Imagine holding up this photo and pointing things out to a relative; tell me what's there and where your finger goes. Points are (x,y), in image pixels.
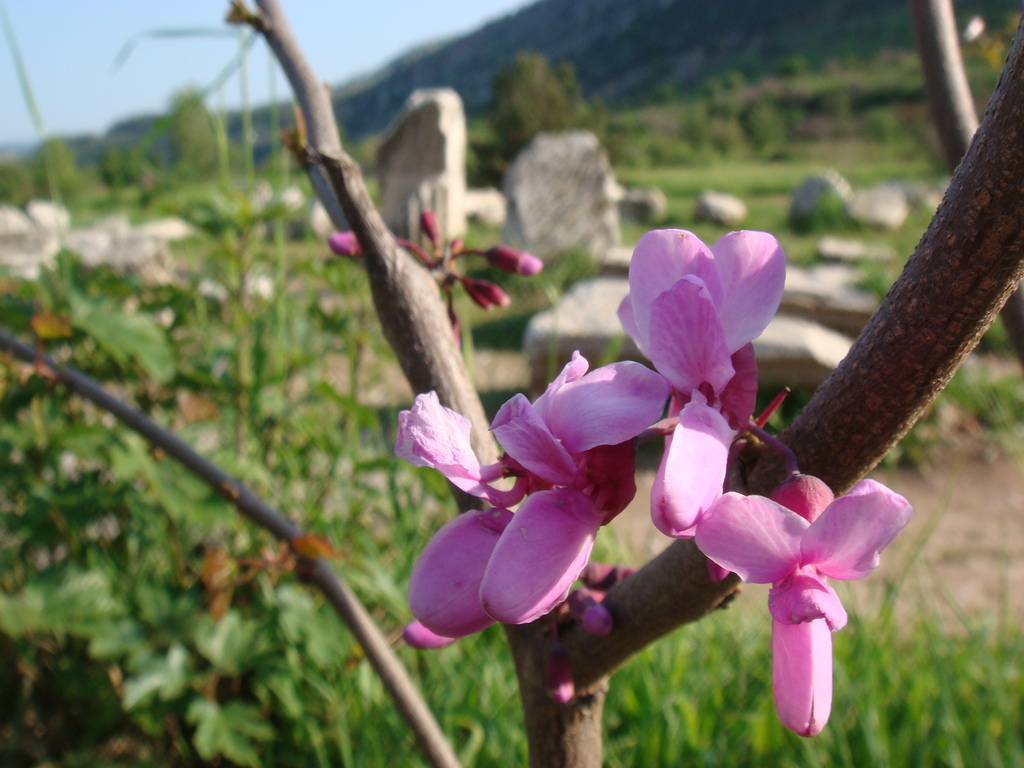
In this image we can see pink flowers (695,448), there is the bud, there are the plants (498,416), there are the rocks (549,174), at above here is the sky (52,57).
